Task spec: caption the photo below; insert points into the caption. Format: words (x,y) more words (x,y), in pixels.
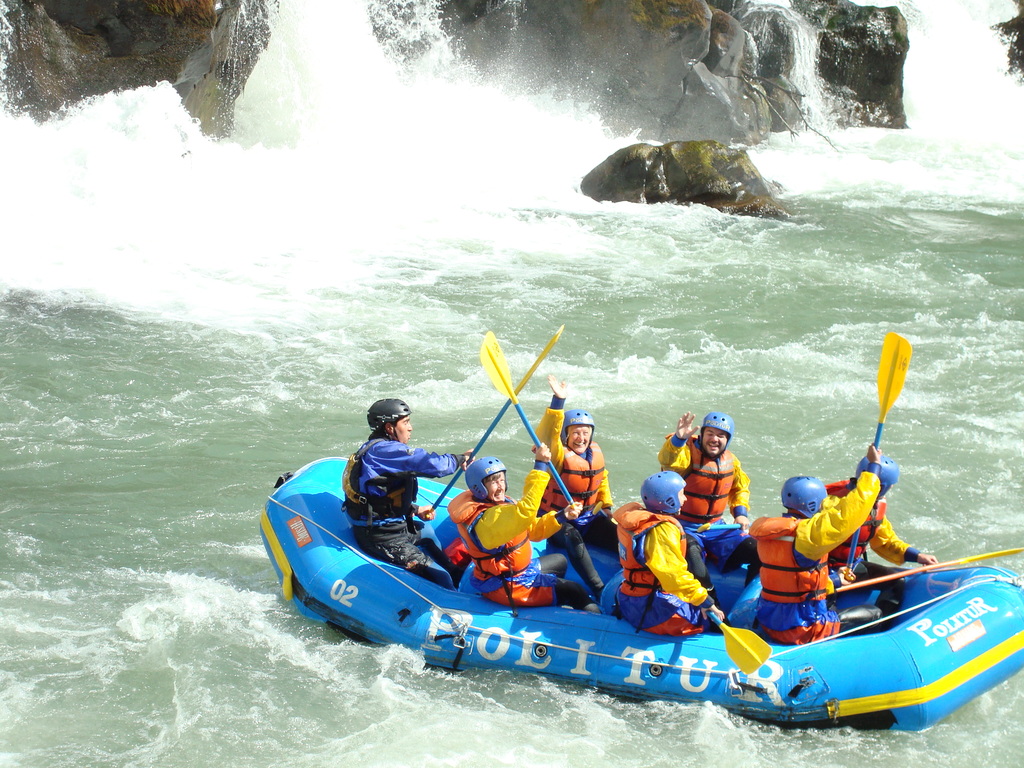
In this image we can see a few people (467,539) sitting on the boat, among them some are holding the objects (595,508), also we can see some rocks (721,83) and water (688,249).
